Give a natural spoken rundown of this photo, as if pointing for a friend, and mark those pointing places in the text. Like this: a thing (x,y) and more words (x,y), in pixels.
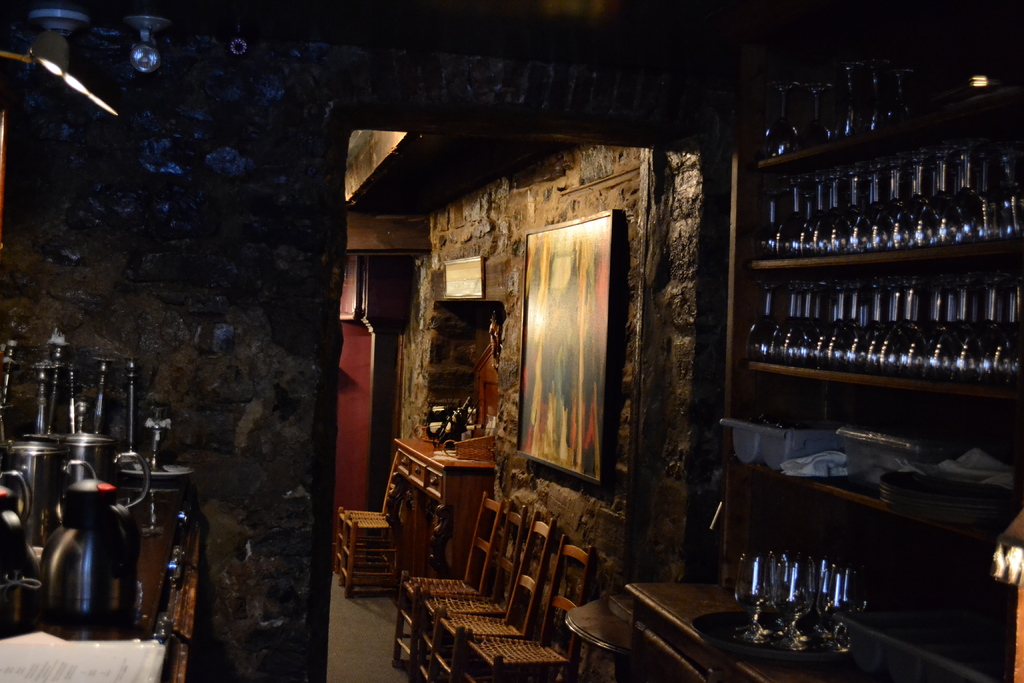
In the picture I can see kettles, glasses (776,600), a photo (537,455) attached to the wall (609,427), a shelf (848,533) which has some glass objects (942,340) and some other objects (914,501) on it. I can also see some other objects (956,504) in the room (324,622). This is an inside view of a house (205,454).
